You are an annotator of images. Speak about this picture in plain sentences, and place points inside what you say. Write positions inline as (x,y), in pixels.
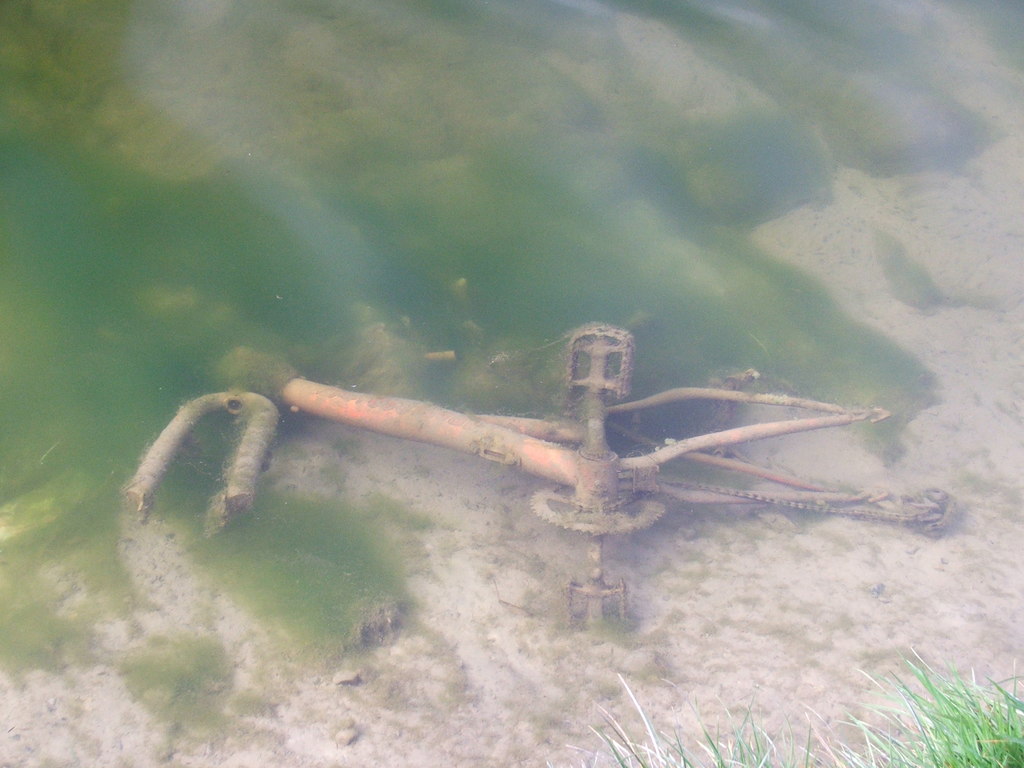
In this image, it seems like a metal object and grass (973,672) in the foreground (973,672).
